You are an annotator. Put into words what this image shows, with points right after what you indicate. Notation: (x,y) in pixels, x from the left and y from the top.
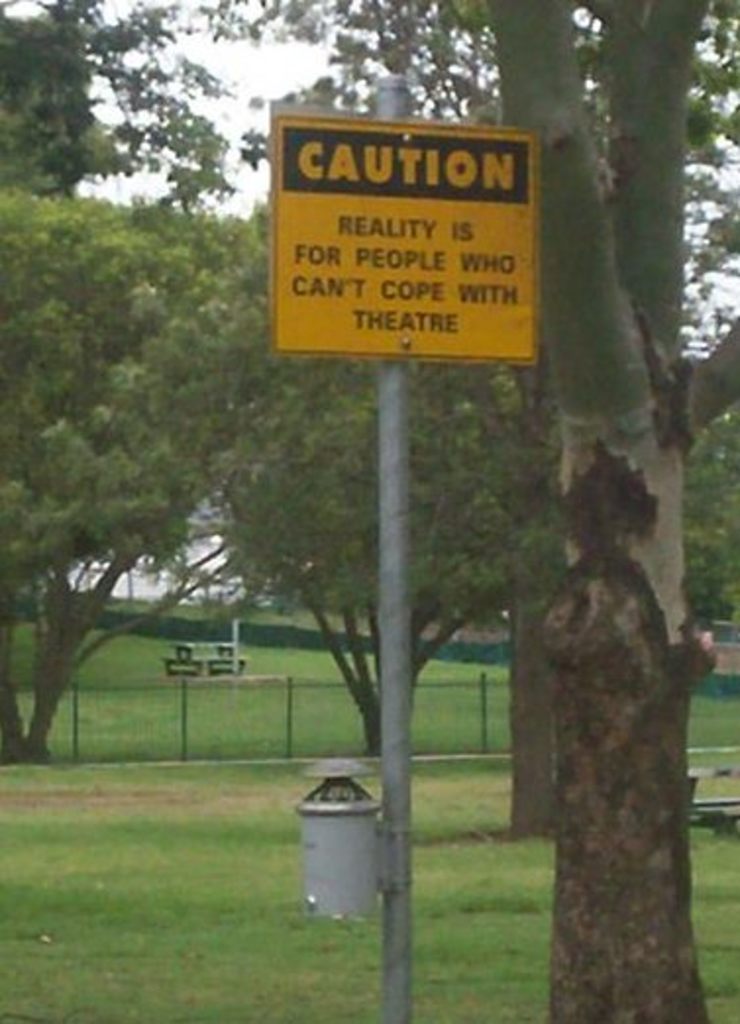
This image consists of a caution board (476,321) along with a metal rod (392,931). In the background (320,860), we can see a dustbin (306,850). And there are many trees (369,520). At the bottom (180,810), there is green grass (182,811) on the ground (178,805). In the middle (262,682), there is a fencing (139,738).
